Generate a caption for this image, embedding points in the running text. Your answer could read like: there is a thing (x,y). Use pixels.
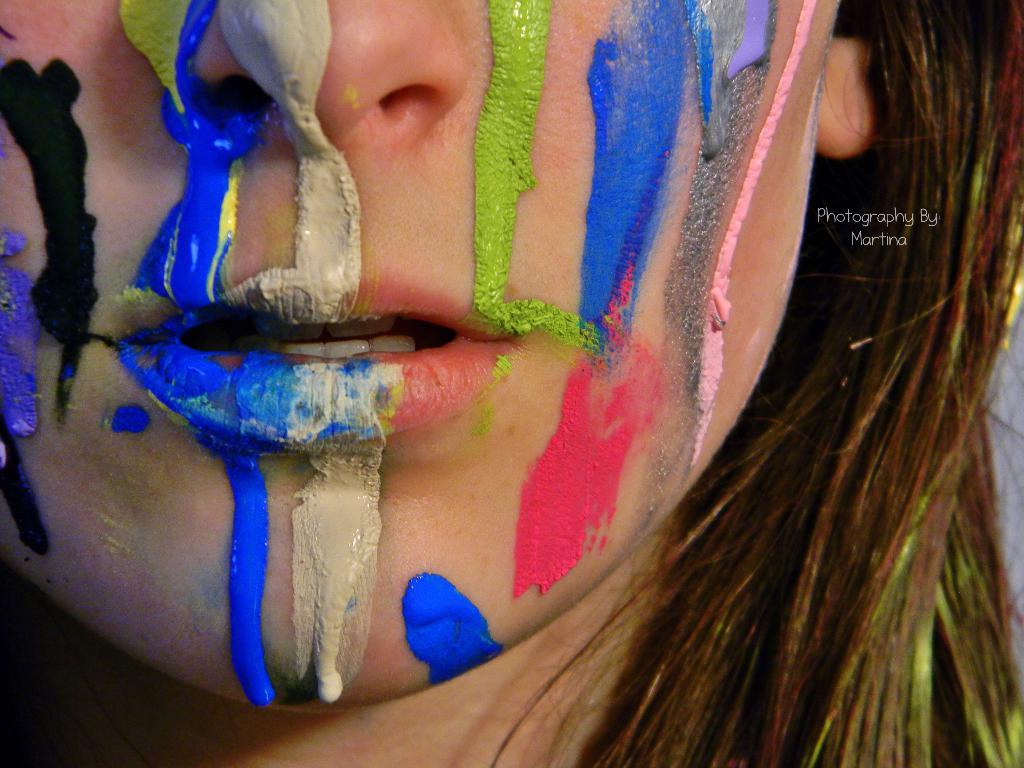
In this picture I can see there is a girl (286,541) and she has paint (327,637) on her face (533,359). I can see there are different colors, there are red, blue, green, pink colors and there is a watermark (870,233) on the right side of the image (886,244).
